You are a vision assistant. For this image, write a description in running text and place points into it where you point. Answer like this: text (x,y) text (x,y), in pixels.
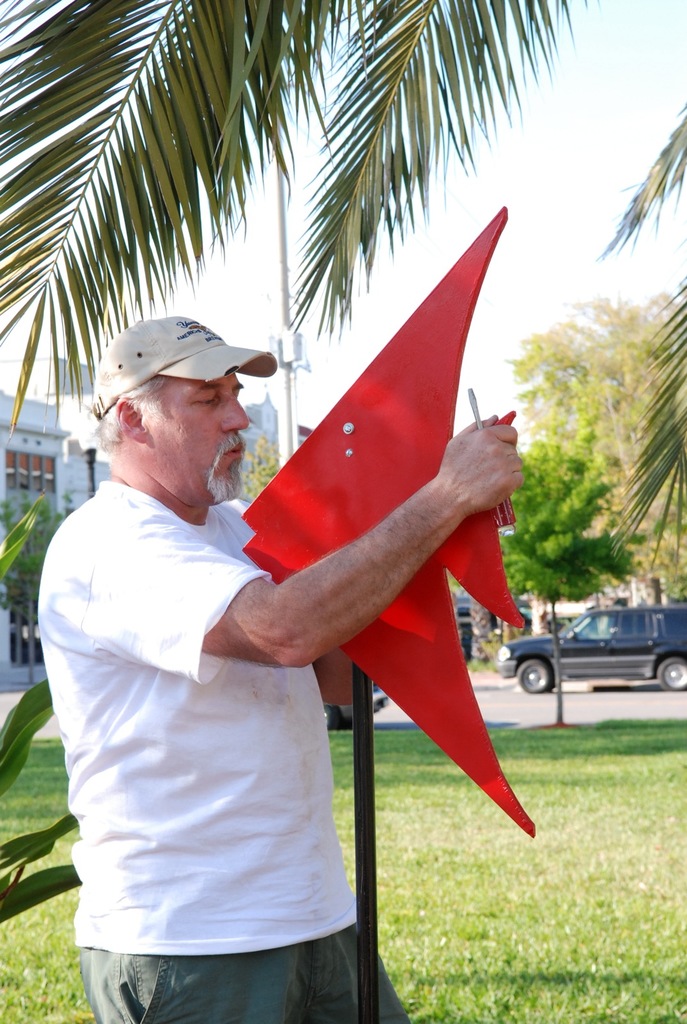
In this image I can see there are few plants (172,52), trees (83,258), building (50,407) and a pole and the sky (590,45) is clear.
